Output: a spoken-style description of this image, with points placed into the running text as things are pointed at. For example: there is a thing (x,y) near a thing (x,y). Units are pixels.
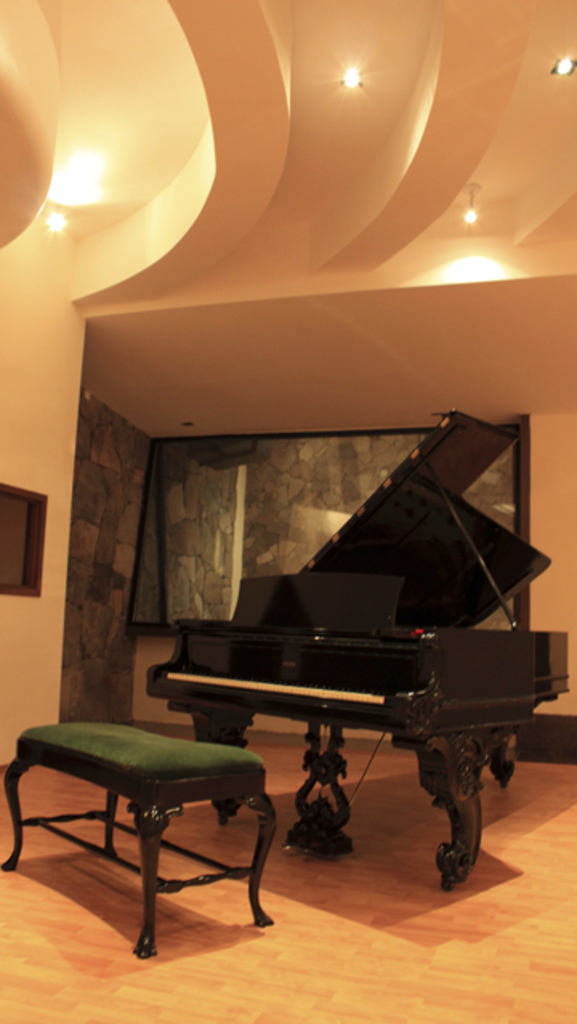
As we can see in the image there is a wall (46,444), bench (131,750) and musical keyboard (334,620).
